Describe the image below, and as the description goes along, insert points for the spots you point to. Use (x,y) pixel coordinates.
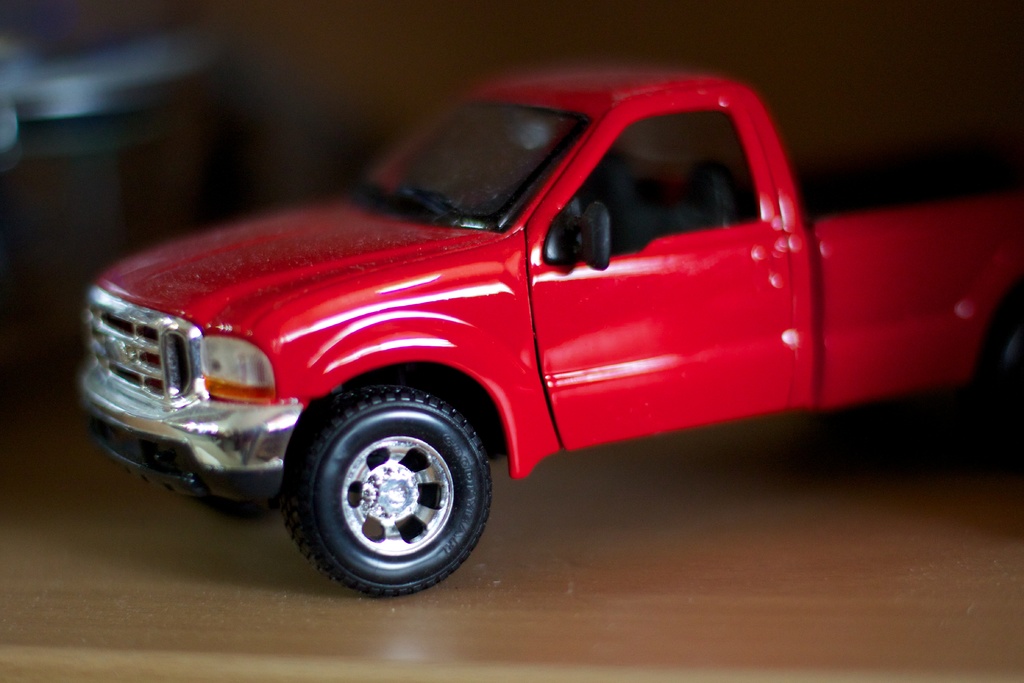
In the picture I can see the red color toy car (481,367) is placed on the wooden surface (573,583) and the surroundings of the image are blurred.
